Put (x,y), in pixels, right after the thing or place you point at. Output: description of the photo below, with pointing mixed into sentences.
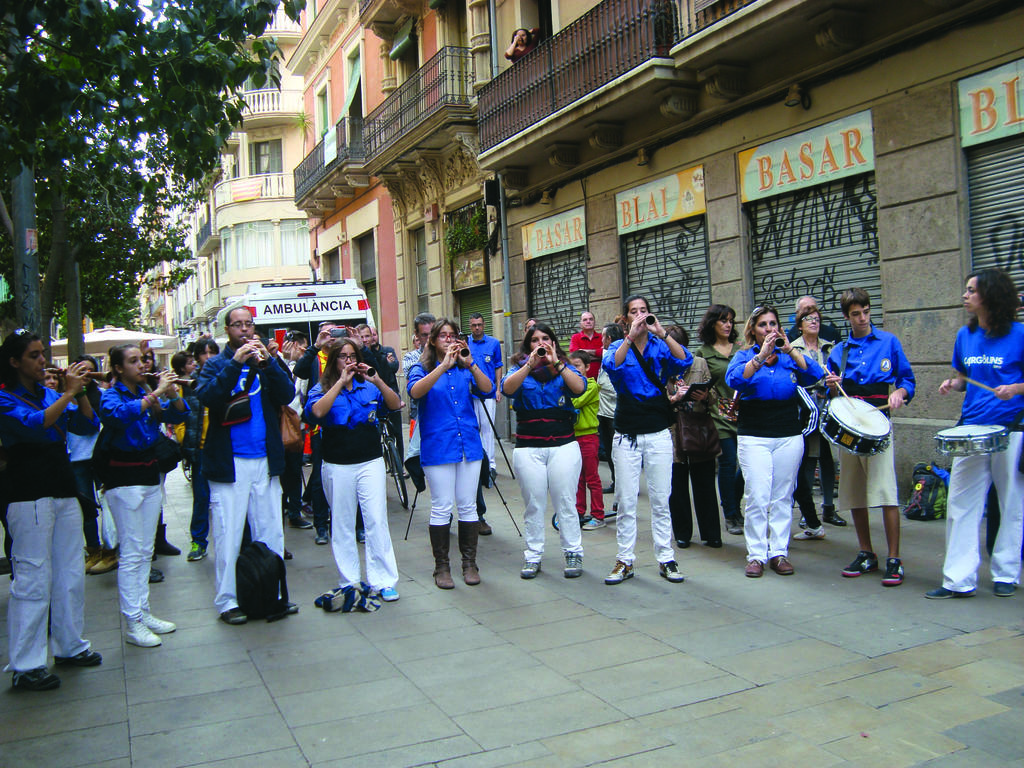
In this picture, there are some people (754,407) wearing blue shirts (40,433) and playing musical instruments (955,431) like drums (842,427), flutes (535,351) etc. Towards the left (280,392), there is a man (272,465), before him, there is a bag (245,553). Behind them, there are people (810,315) watching the play. At the top (406,78), there are buildings (332,77) and trees (216,61).
